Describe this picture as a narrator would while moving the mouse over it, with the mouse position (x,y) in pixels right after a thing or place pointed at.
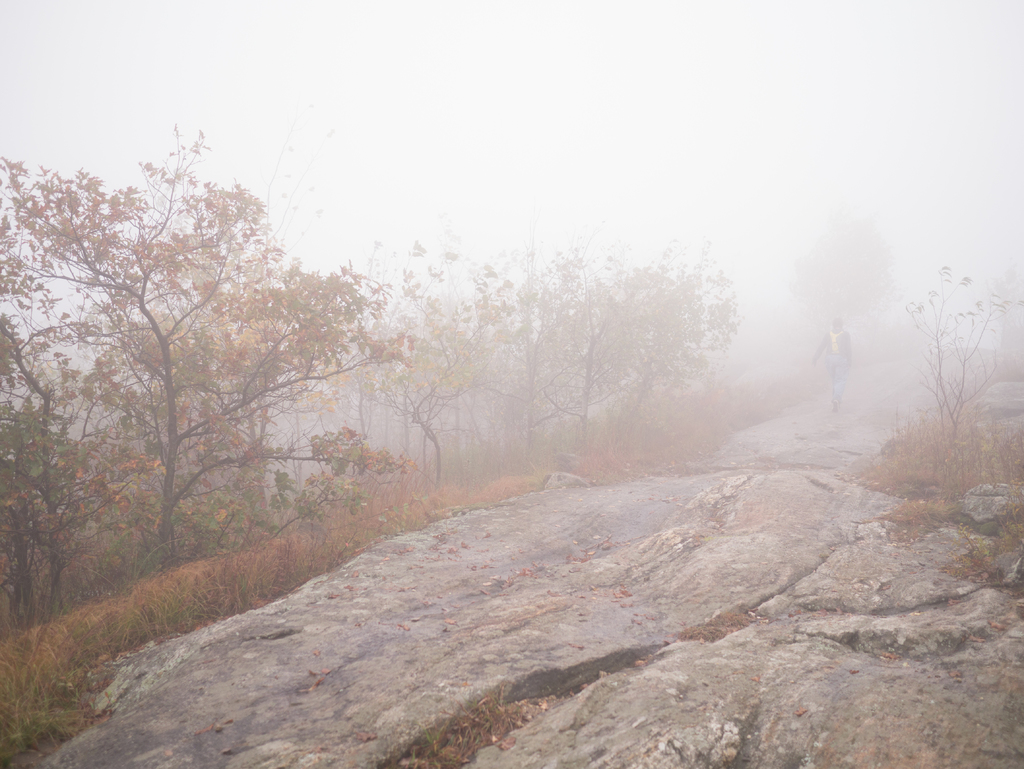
In this picture there is a rock (603,500) at the bottom side of the image (689,601) and there are trees (497,368) in the center of the image (560,393) and there is a person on the right side of the image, there is smoke (534,382) in the image.
